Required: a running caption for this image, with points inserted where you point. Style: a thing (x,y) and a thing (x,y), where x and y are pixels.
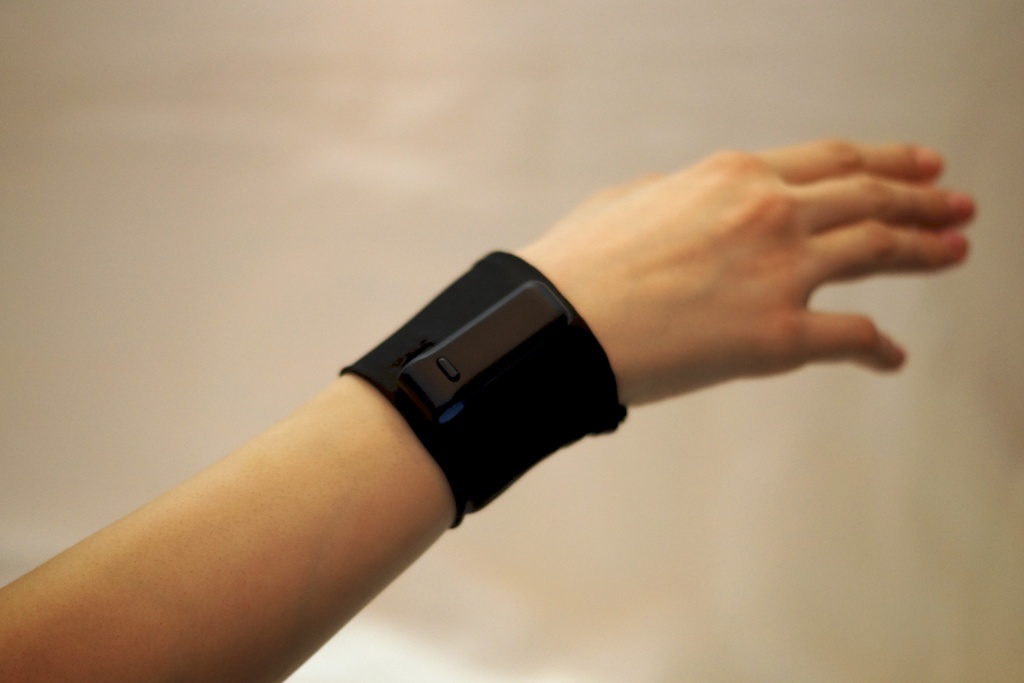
In the center of the image (455,276) there is a black color wrist band (488,253) on the person's hand (828,161).
